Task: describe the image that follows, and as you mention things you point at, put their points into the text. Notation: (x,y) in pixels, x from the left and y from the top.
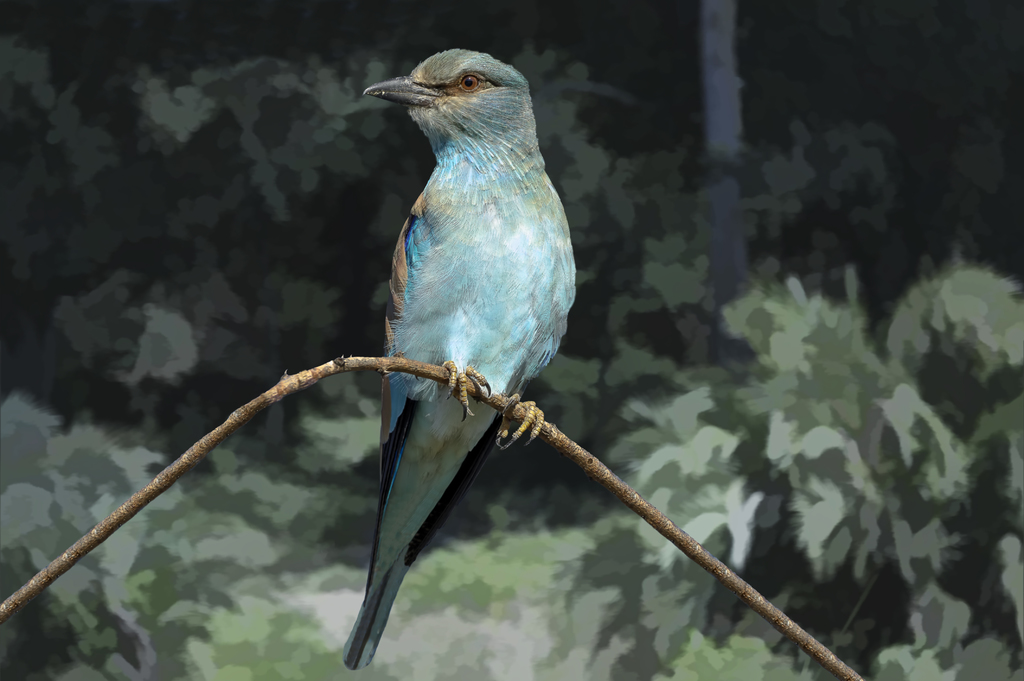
In this picture, we see a bird (484,238) is on the thin wooden stick (138,505). In the background (656,303), it is green in color. It might be trees (805,514).
